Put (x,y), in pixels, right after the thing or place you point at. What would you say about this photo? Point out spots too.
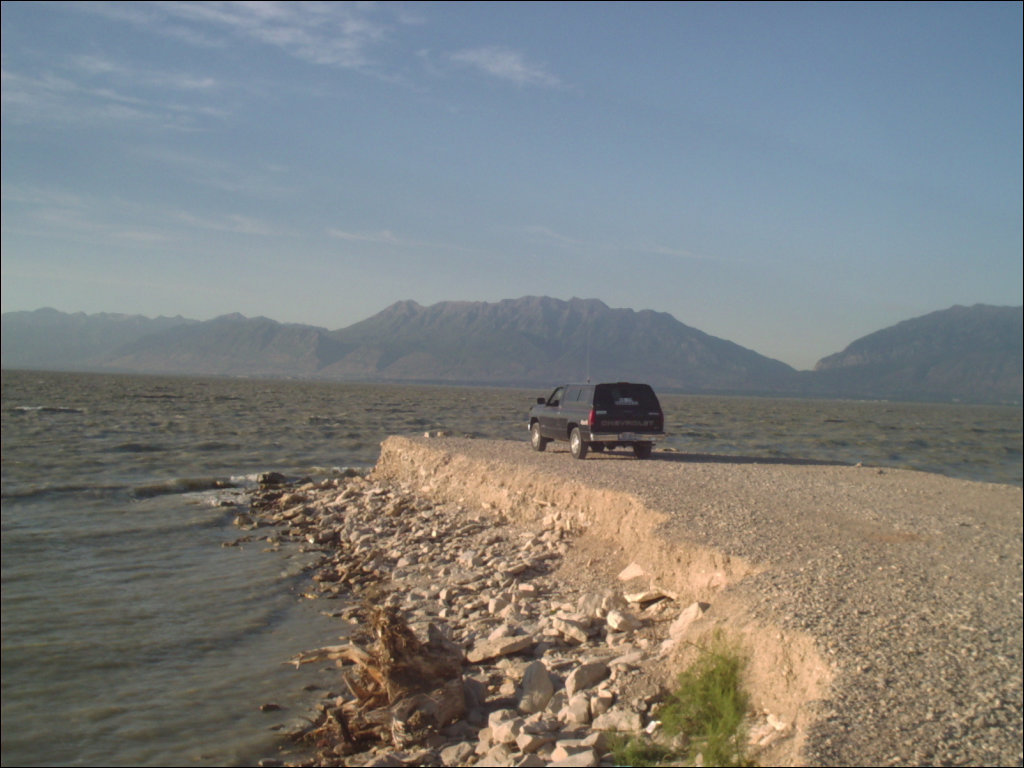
In this image we can see a vehicle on the ground (565,571) and there are some rocks (553,753) and grass (688,728). We can see the water (980,460) and in the background (443,342), we can see the mountains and at the top (377,73) we can see the sky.
